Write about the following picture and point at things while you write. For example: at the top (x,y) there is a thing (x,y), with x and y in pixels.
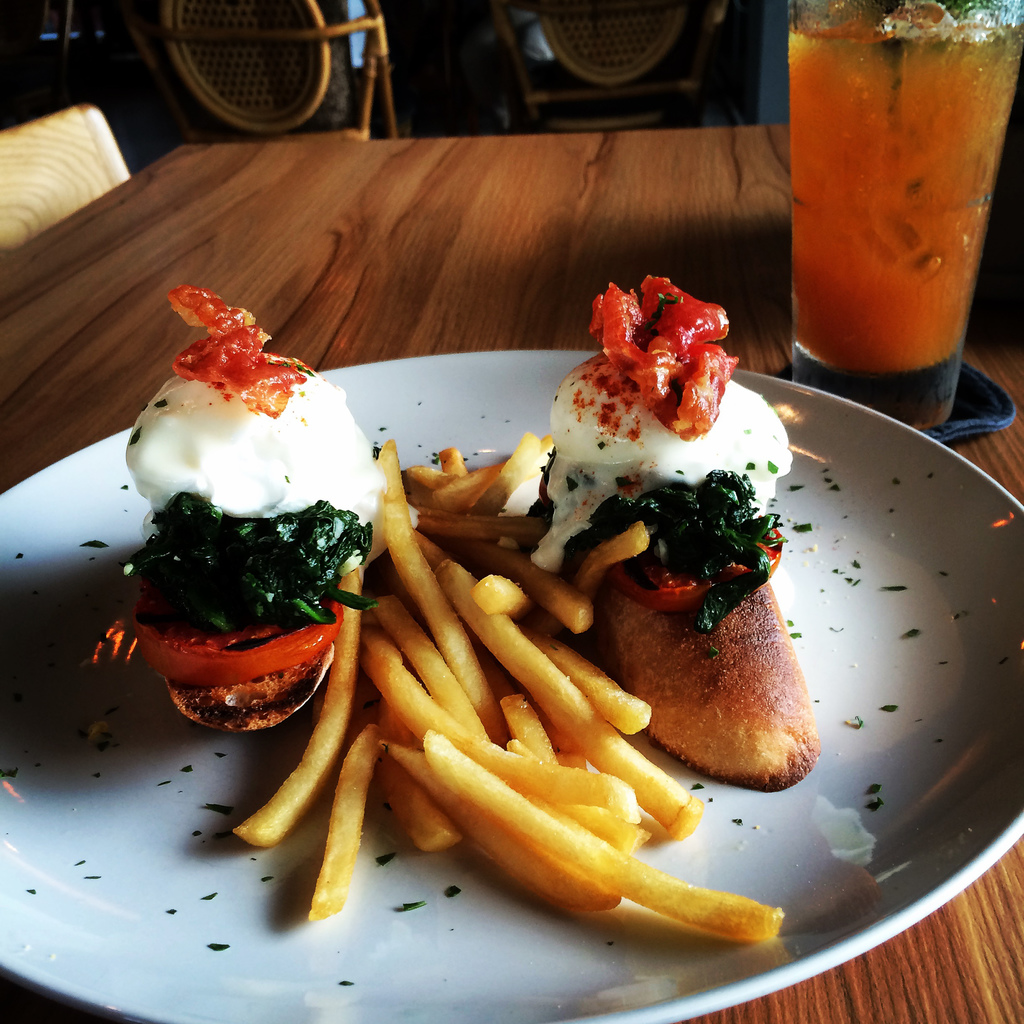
In this picture we can see food (357,591) in the plate (683,783), beside the plate (805,492) we can find a glass (824,253) on the table (757,301) and we can see drink (906,167) in the glass (930,155), in the background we can find few chairs (300,70).
